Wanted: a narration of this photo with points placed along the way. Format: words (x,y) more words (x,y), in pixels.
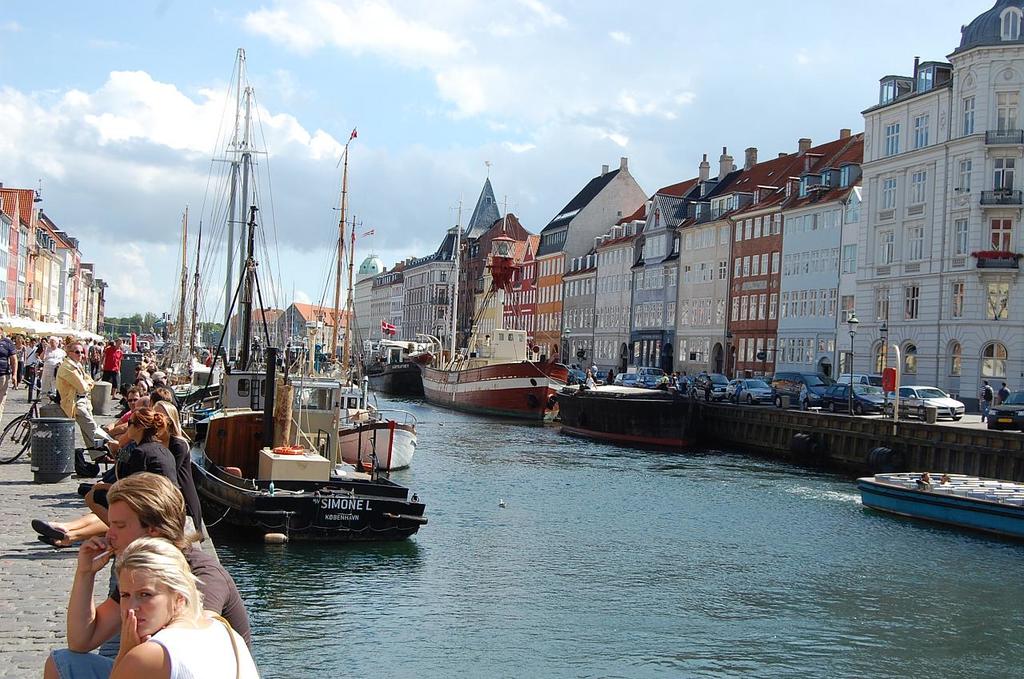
In this picture I can see buildings (640,283) and few boats (583,393) in the water (598,466) and I can see few (206,557) are sitting and few (89,441) are standing and I can see a bicycle (29,449) and few cars (964,414) and I can see a blue cloudy sky (384,84).
